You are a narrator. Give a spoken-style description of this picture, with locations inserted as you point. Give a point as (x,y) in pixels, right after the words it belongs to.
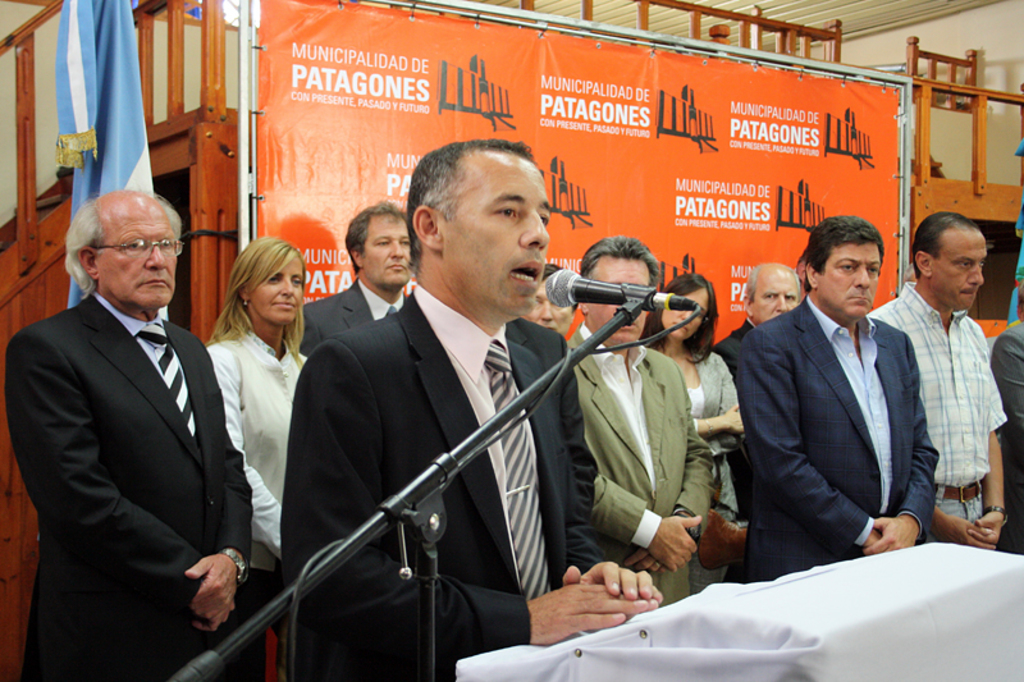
In this image, we can see people (568,491) standing and wearing coats (469,465) and there is a mic stand (518,400) and we can see a table (771,628). In the background (534,89), there is a board (631,111), a cloth (129,114) and we can see stands (143,14). At the top (881,17), there is a roof (867,16) and there is a wall (928,24).
